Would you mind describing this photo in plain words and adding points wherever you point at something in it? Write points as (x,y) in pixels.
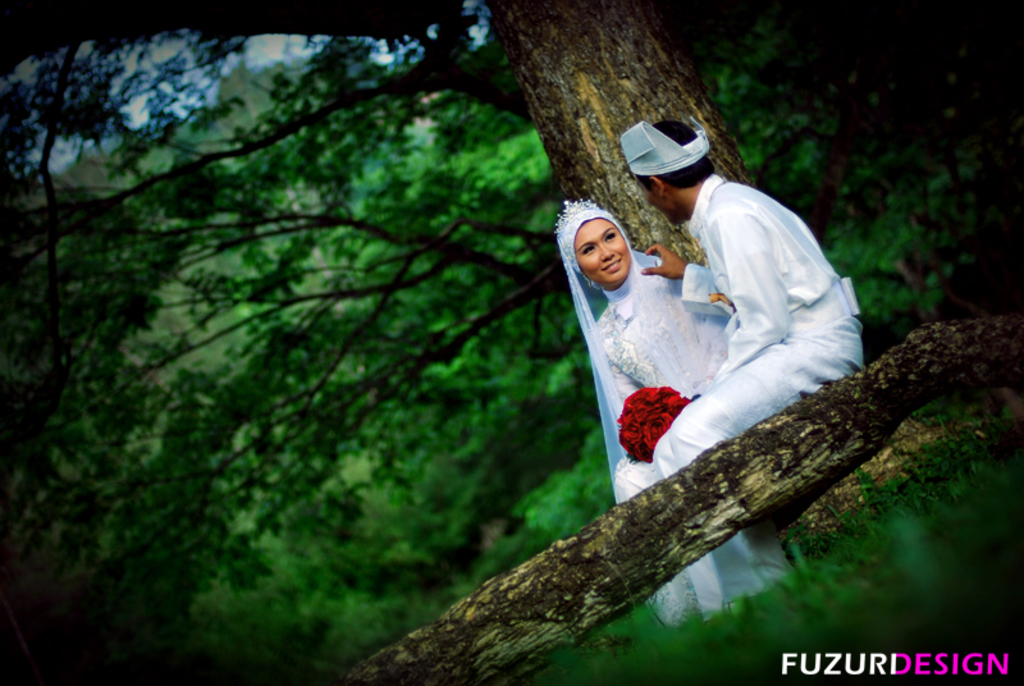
In this image there is a man (695,429) and a woman (666,321) holding a flower bouquet (655,423) are sitting on the branch (827,438) of a tree (654,514), behind them there are trees (510,304), at the bottom of the image (872,672) there is some text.
